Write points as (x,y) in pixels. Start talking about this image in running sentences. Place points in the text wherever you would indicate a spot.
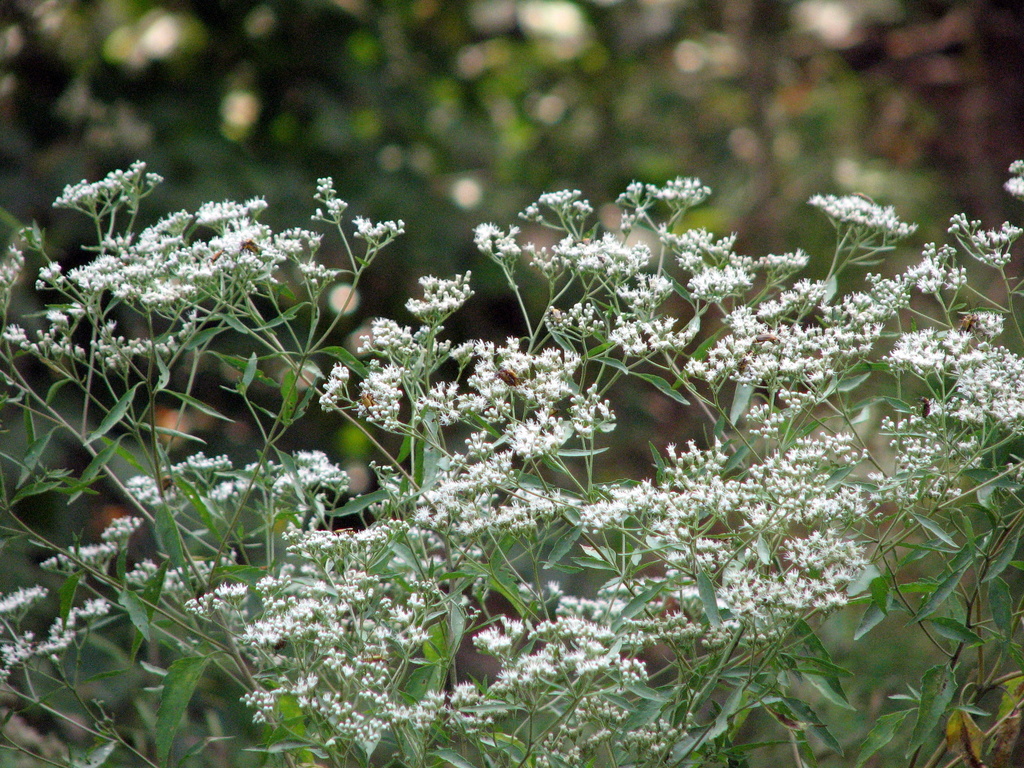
In this image, we can see some plants (964,615) and we can see some flowers (955,364).
